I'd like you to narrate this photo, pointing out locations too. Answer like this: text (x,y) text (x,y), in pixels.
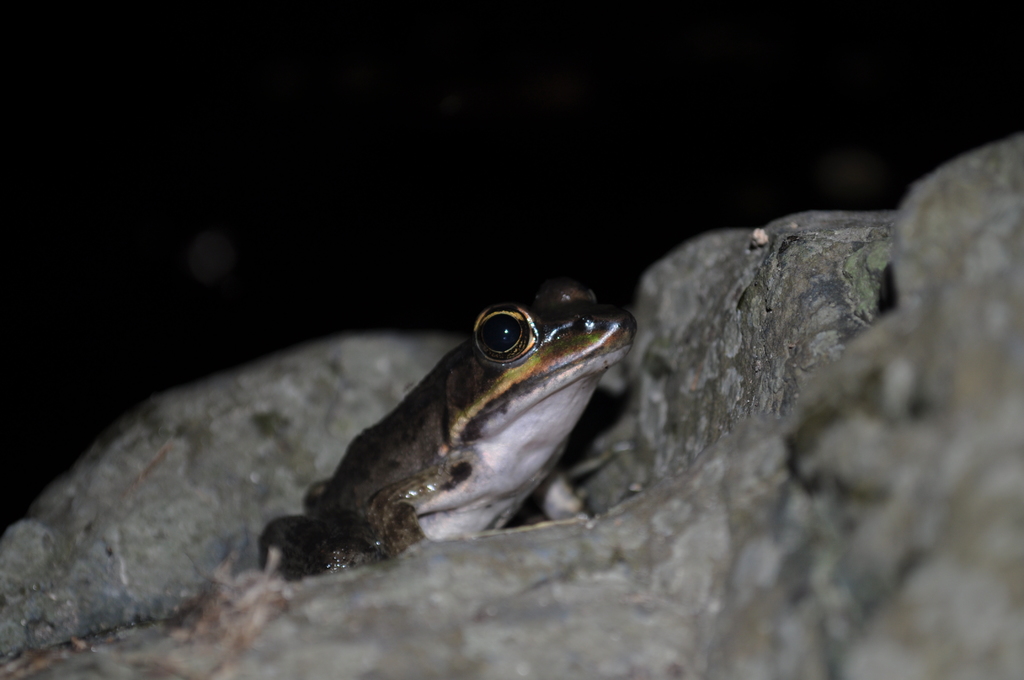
In the picture we can see a frog (357,513) on the rock surface (715,523) near it also we can see some rocks (656,462) and the frog (513,490) is green in color and under it there is white with an eye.
